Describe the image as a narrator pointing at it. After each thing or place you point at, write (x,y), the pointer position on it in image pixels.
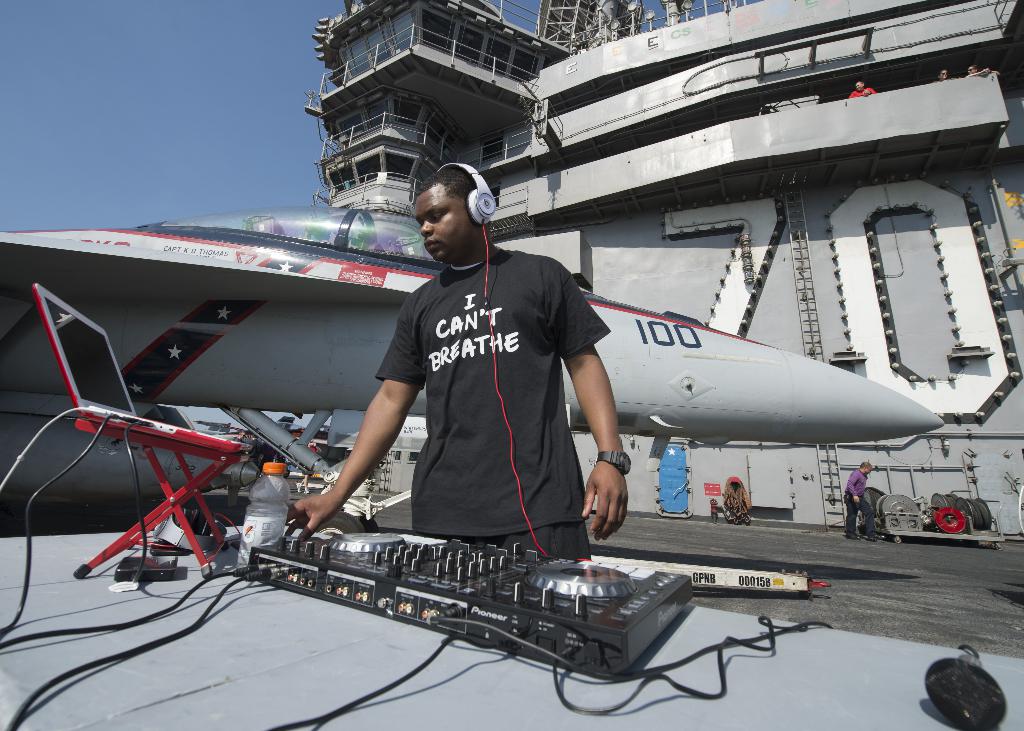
In this image I can see a man (567,449) is standing and in the front of him I can see an equipment (502,595), few wires (263,568), a bottle (280,475), a red colour stand (197,485) and a laptop (39,310) on it. On the bottom right side of the image (989,677) I can see a black colour thing (961,686). I can also see he is wearing a black colour t-shirt (532,360) and on it I can see something is written. I can also see a white colour headphone (484,201) on his head (452,201). In the background (561,251) I can see an aircraft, a man (869,467) and a ship like thing (642,283). I can also see few other things (967,498) in the background (738,499).
